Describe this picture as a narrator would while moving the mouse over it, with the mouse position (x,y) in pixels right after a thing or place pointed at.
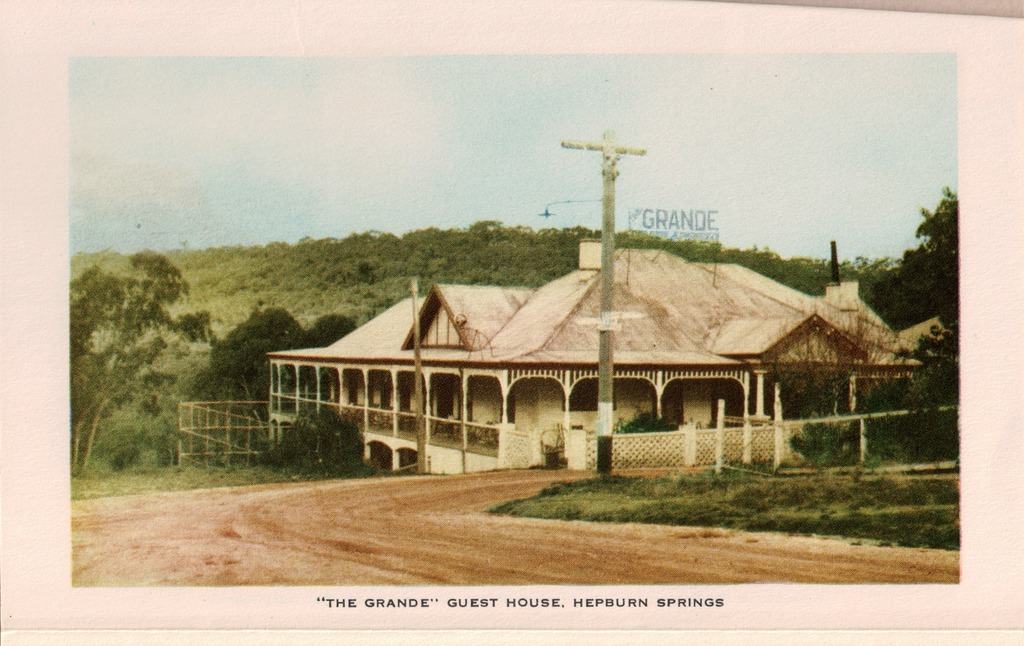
In this picture we can observe a house (537,331). There is a pole (612,416) on the ground (537,478). We can observe a road (415,540). There is some grass (679,521) on the ground (682,500). In the background (227,321) there are trees (339,277) and a sky (282,162).
